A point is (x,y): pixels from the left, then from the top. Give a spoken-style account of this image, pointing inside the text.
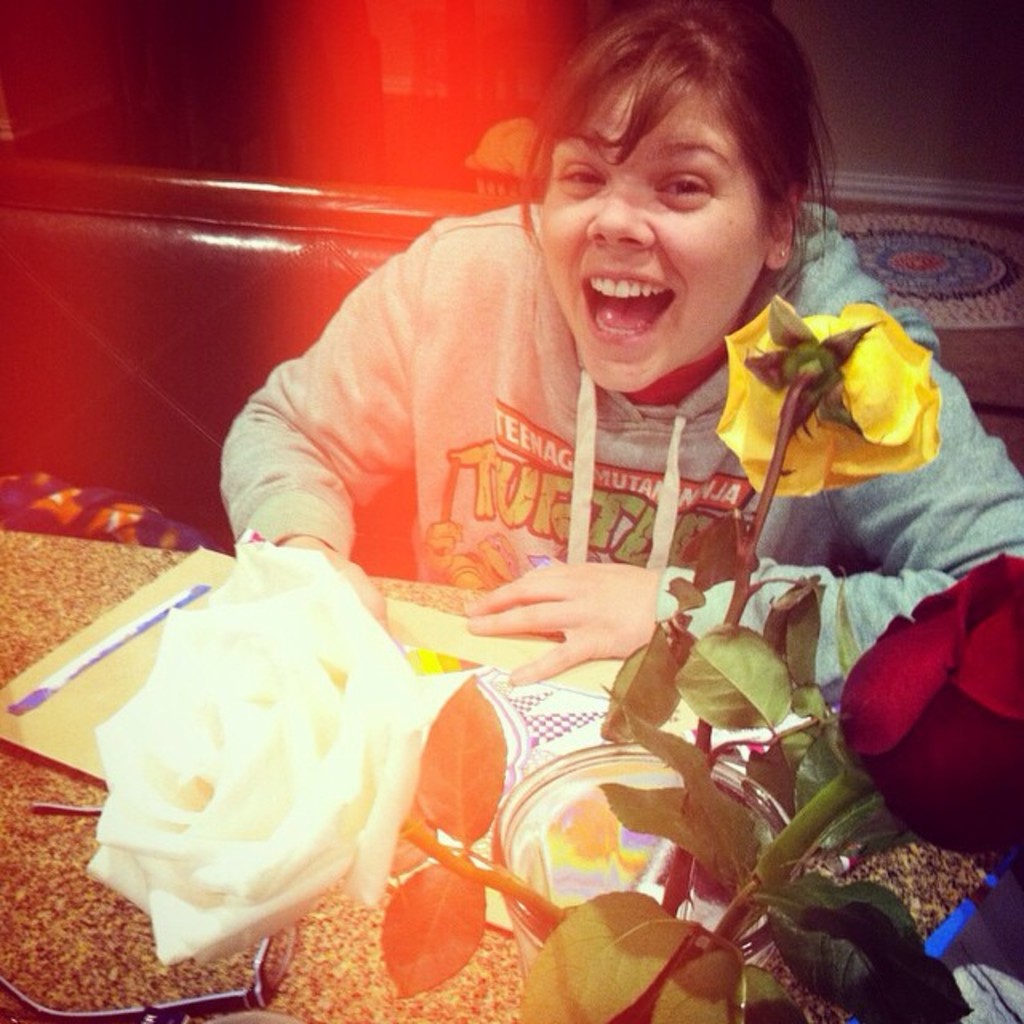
This image is an edited image. At the bottom of the image (532,938) there is a table (92,582) with a flower vase (557,873), a book (86,686) and specs (254,993) on it. There are three rose flowers (340,746) in the flower vase (775,837). On the right side of the image (759,300) there is a girl (566,262) and she is laughing.
